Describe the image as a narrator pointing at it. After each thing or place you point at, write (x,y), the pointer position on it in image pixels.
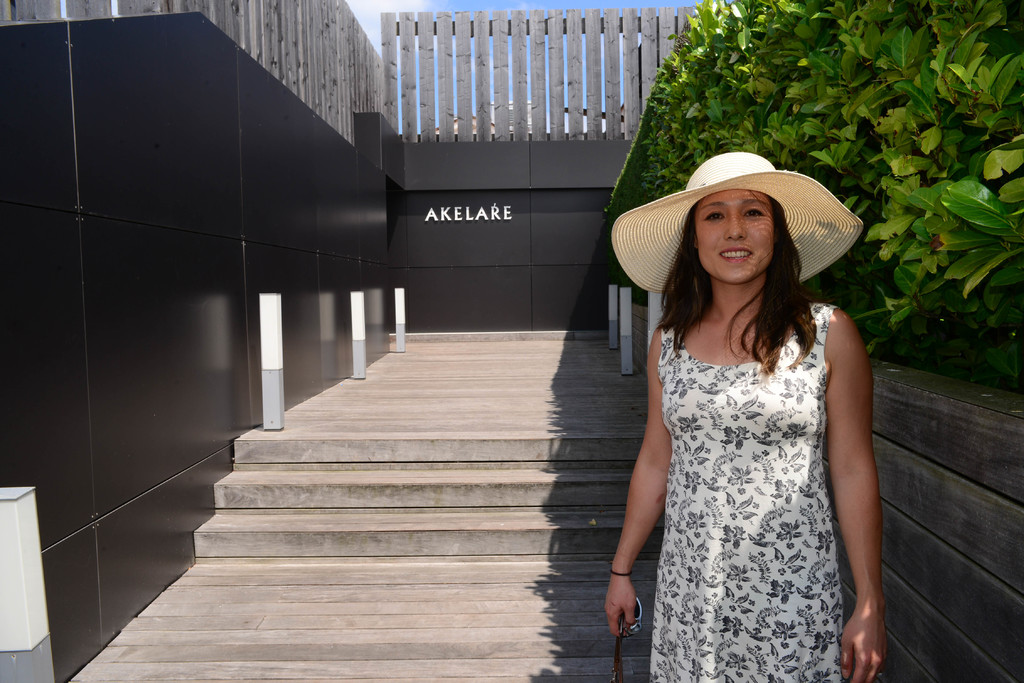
In this image in the front (740,429) there is a woman (751,495) standing and smiling and wearing a hat (733,172) which is white in colour. On the right side (825,119) there are leaves (918,90). On the left side (153,245) there is a wall (126,357). In the center (483,446) there are steps (501,454) and in the background (507,221) there is a wall (476,223) with some text (474,217) written on it and on the top of the wall (523,163) there is a fence (524,85) and the sky (373,0) is cloudy.
